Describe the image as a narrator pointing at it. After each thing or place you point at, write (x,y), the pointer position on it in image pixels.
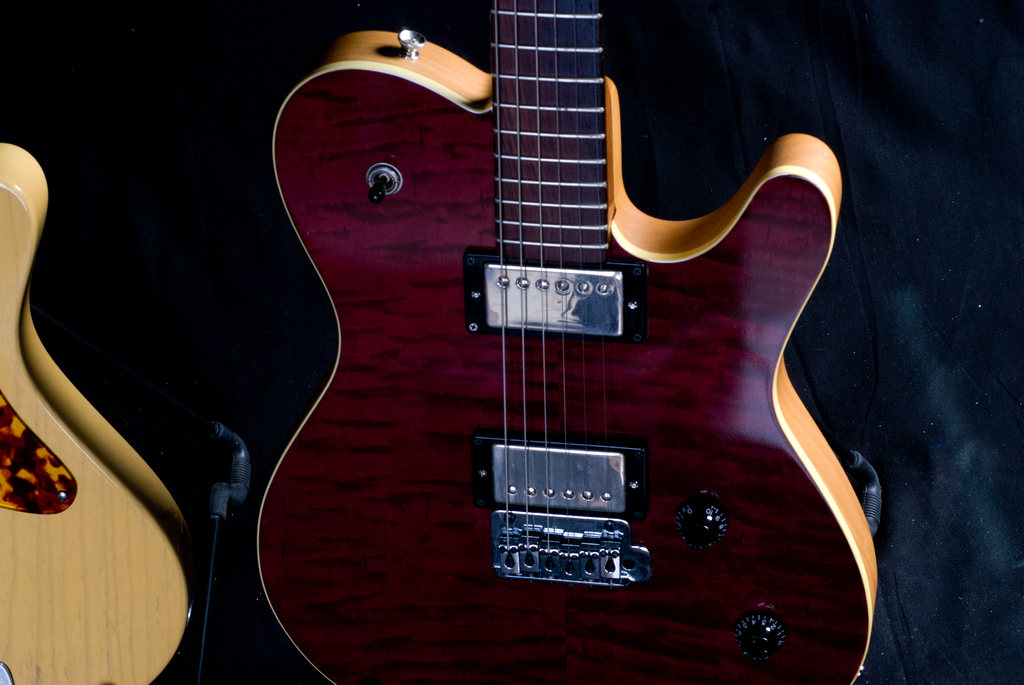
This picture shows a pair of guitars (619,121).
